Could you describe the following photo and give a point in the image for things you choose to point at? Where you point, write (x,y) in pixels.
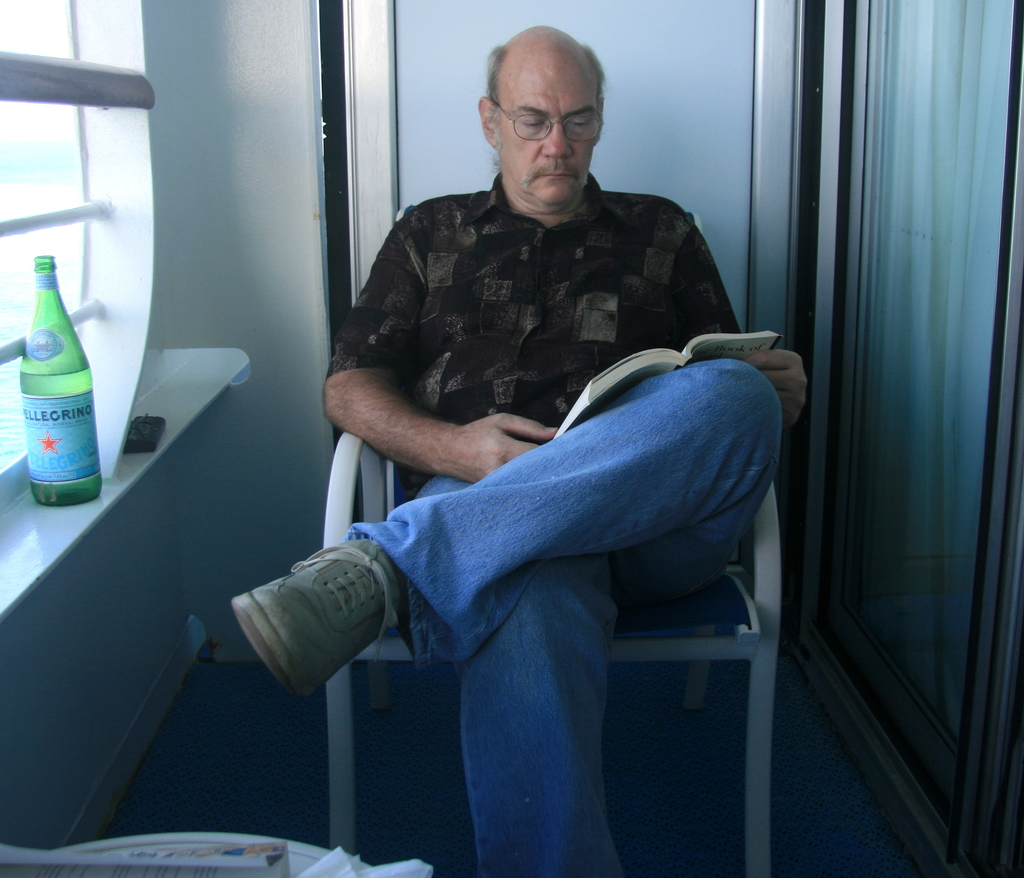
In this picture we can see man (507,388) sitting on chair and holding book (588,401) in his hand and beside to him we can see bottle (78,459) on wall (58,630).
